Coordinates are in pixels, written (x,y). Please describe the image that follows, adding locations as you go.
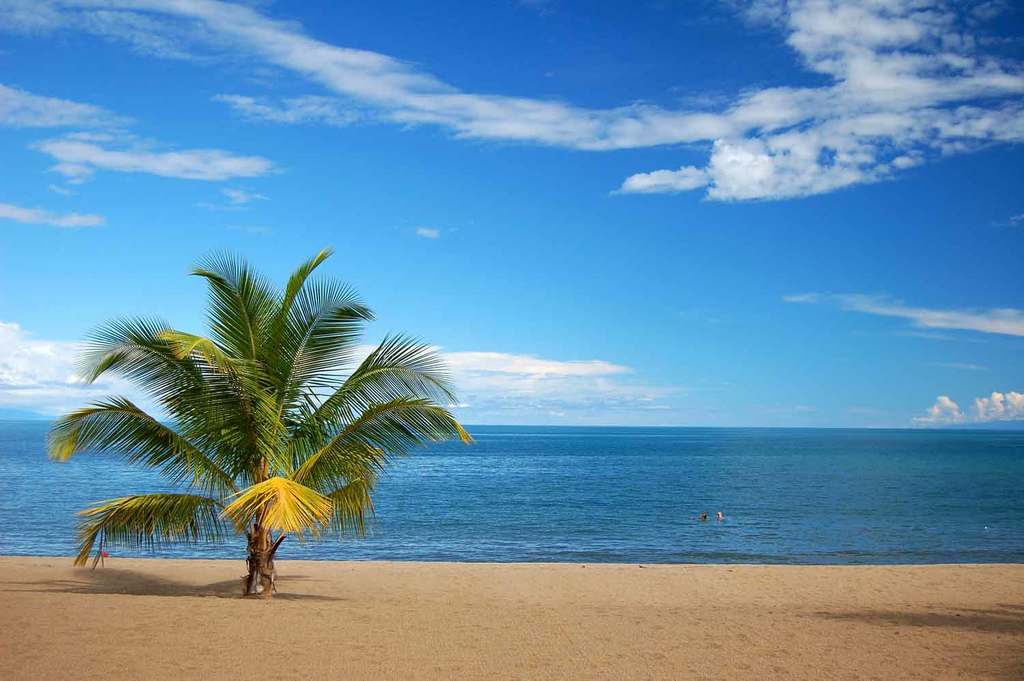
In the image there is a palm tree (170,504) on the left side (281,368) on a beach (413,625), in front its a ocean (761,489) and above its sky (530,218) with clouds (722,127).
